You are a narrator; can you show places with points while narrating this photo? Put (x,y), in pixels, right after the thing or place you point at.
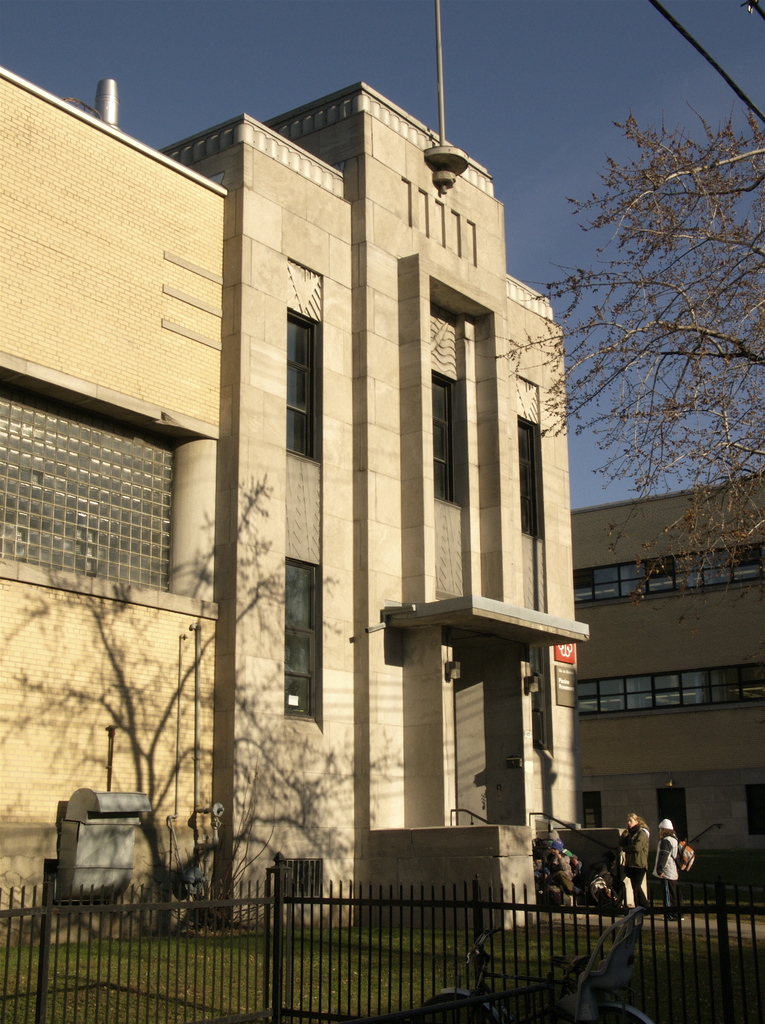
In this image, we can see buildings (392,582) and trees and there are people (637,874) and some are wearing coats (634,842), caps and bags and we can see a fence (156,905), boards (557,645) and poles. At the top (163,79), there is sky (256,32).
